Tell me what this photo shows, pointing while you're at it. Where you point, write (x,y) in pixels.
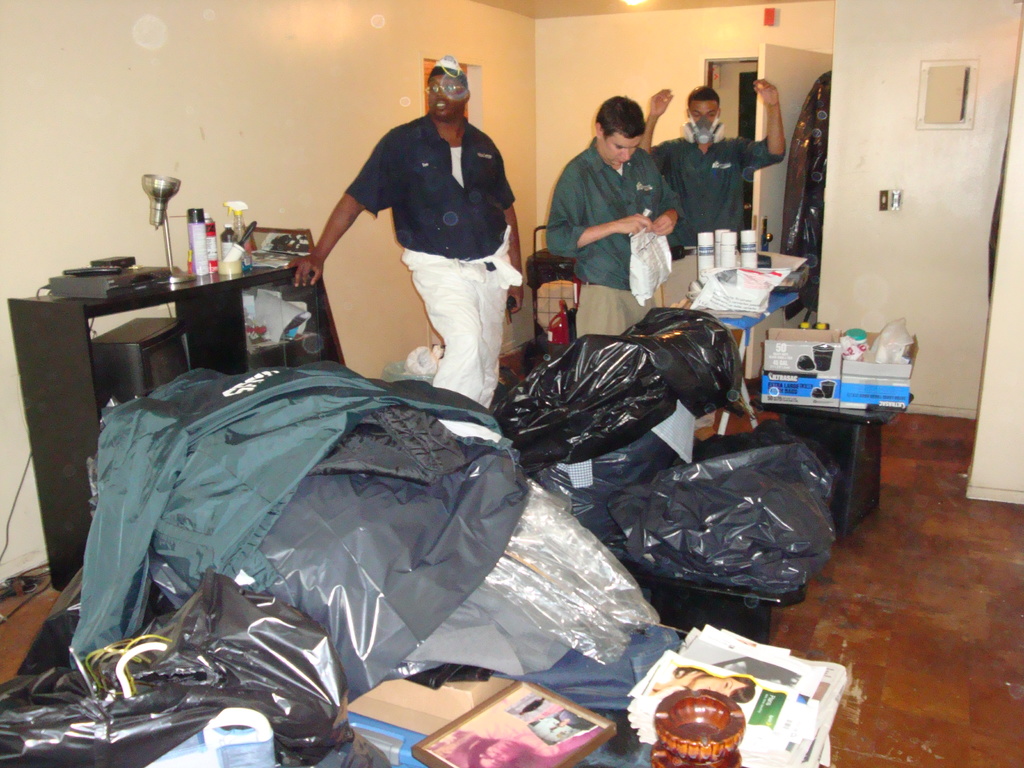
there are three men (706,111) standing in a room (1009,142) in front of them there is a table (825,454) and so much of stuff (284,540).
